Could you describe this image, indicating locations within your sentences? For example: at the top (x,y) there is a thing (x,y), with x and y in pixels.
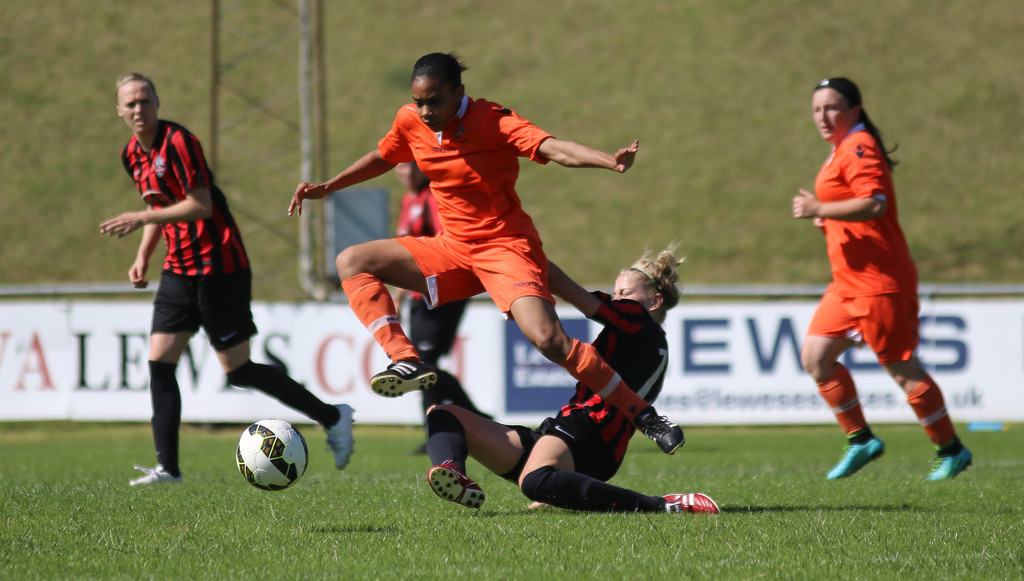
In this image there are a few people (657,357) playing football on the ground (494,485), there is a ball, a pole (305,155) and banners (773,385) attached to an object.
